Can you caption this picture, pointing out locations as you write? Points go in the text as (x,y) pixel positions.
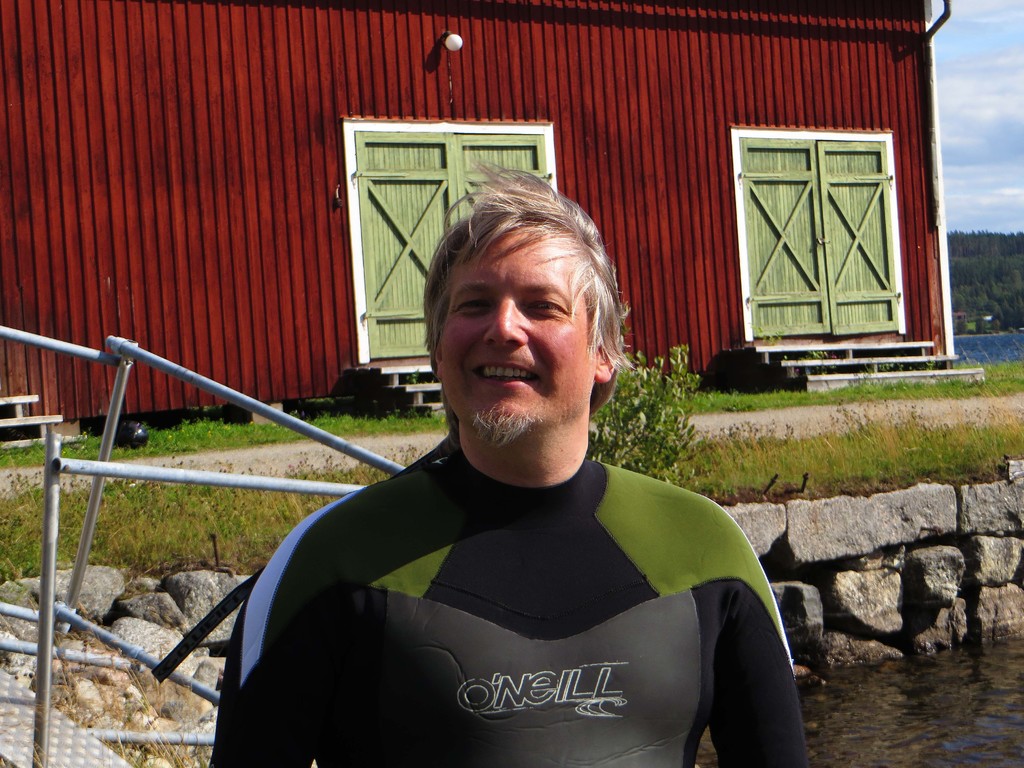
In the middle of the image (463,430) there is a man (474,483) smiling. Behind him there are rods (227,481) and also there is water (871,679). Behind the water (868,702) there is a stone wall (797,512). Above that there is grass (699,444) and also there is a plant (599,435). And also there is a road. In the background (832,276) there is a wall (426,5) with doors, steps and a lamp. On the right side (957,30) corner of the image there are trees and also there is sky (951,74) with clouds (1011,8).
